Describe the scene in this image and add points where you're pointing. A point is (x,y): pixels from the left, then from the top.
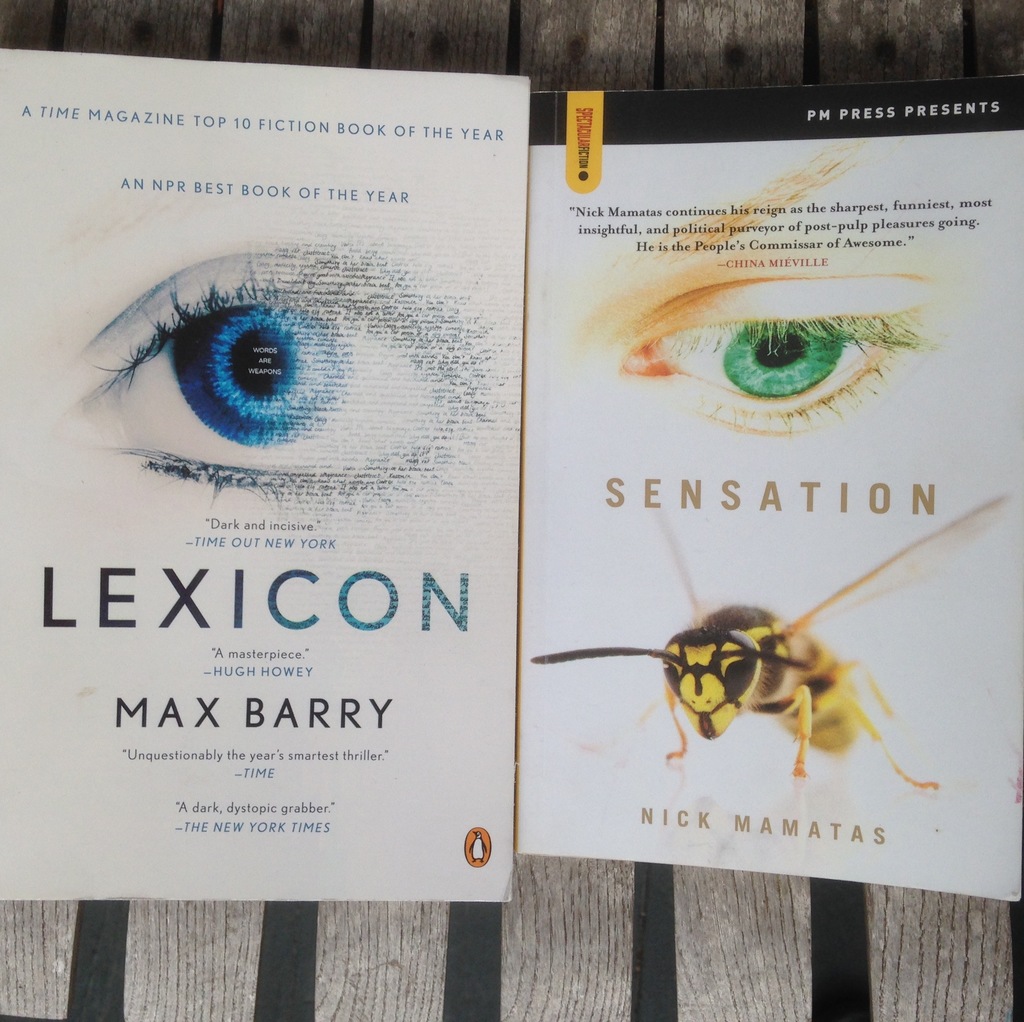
In this image I can see two books (376,638) and on it I can see something is written. I can also see depiction pictures (838,299) of human eyes (855,341) and of an insect (727,611) on these books (718,470).
